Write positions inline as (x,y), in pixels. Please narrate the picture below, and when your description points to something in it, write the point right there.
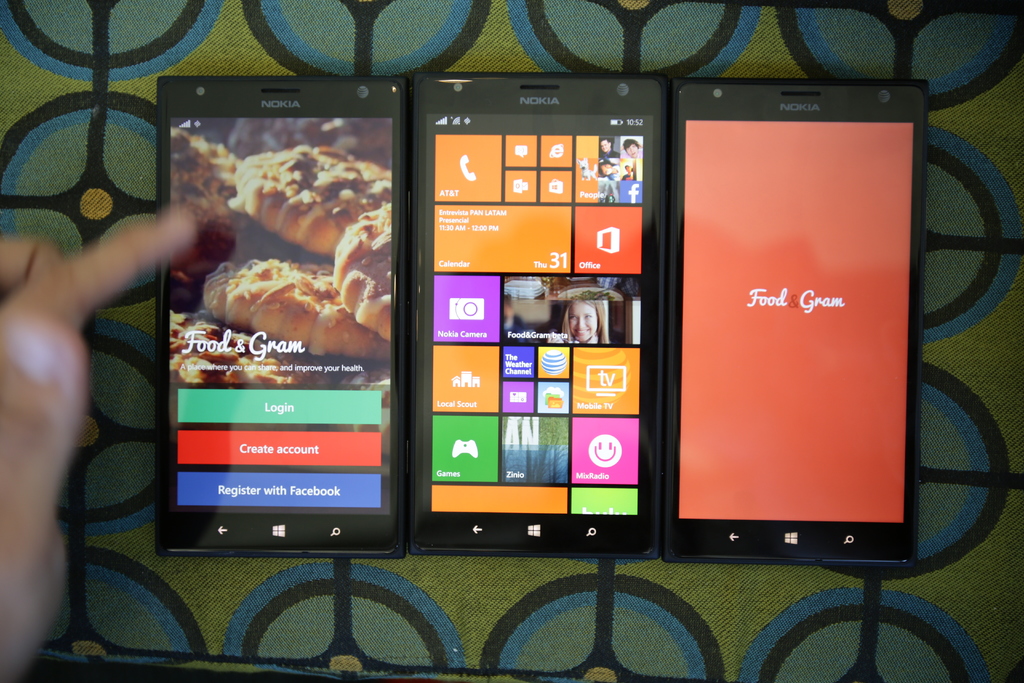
In the center of the picture (530,276) there are three mobiles (299,215) on a surface (928,602). On the left (50,452) there is a person's hand (55,291).
